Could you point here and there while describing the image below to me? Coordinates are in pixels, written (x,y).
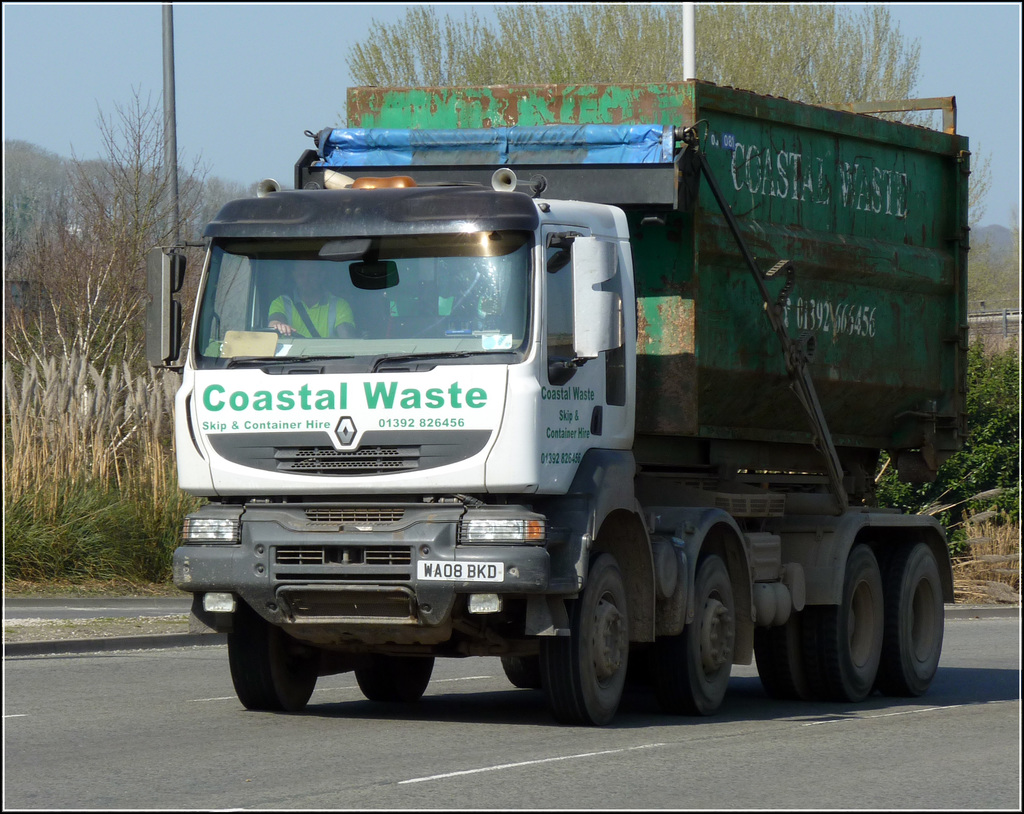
In this image I can see a truck (524,396) which is white, green, blue and black in color is on the road (731,698). In the background (1009,471) I can see few trees (996,466), a metal pole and the sky (222,105).
